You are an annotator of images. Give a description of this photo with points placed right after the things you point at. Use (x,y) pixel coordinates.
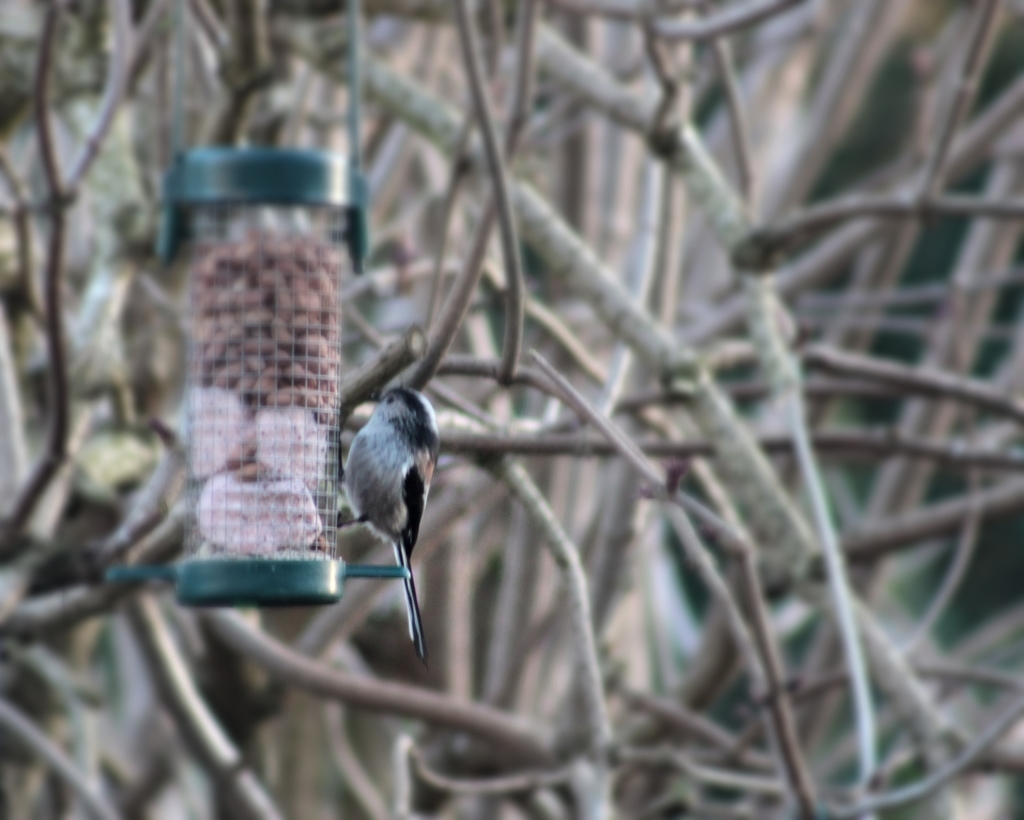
In the center of the image (376,462) we can see one bird feeder (331,474) and we can see one bird (350,484) on it. In the background (433,291), we can see it is blurred.
